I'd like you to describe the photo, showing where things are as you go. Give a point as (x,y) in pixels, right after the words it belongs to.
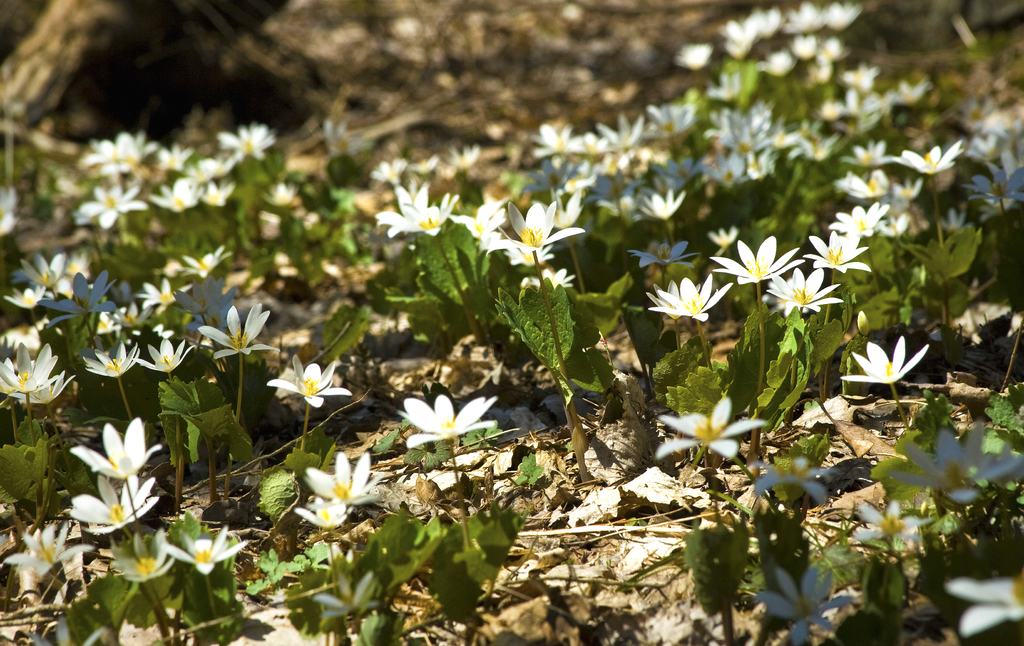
In this image we can see white color flower plants (105,250) and dry leaves (610,502) on the land (537,578). We can see a bark (57,63) of a tree (90,36) in the left top of the image (90,6).
